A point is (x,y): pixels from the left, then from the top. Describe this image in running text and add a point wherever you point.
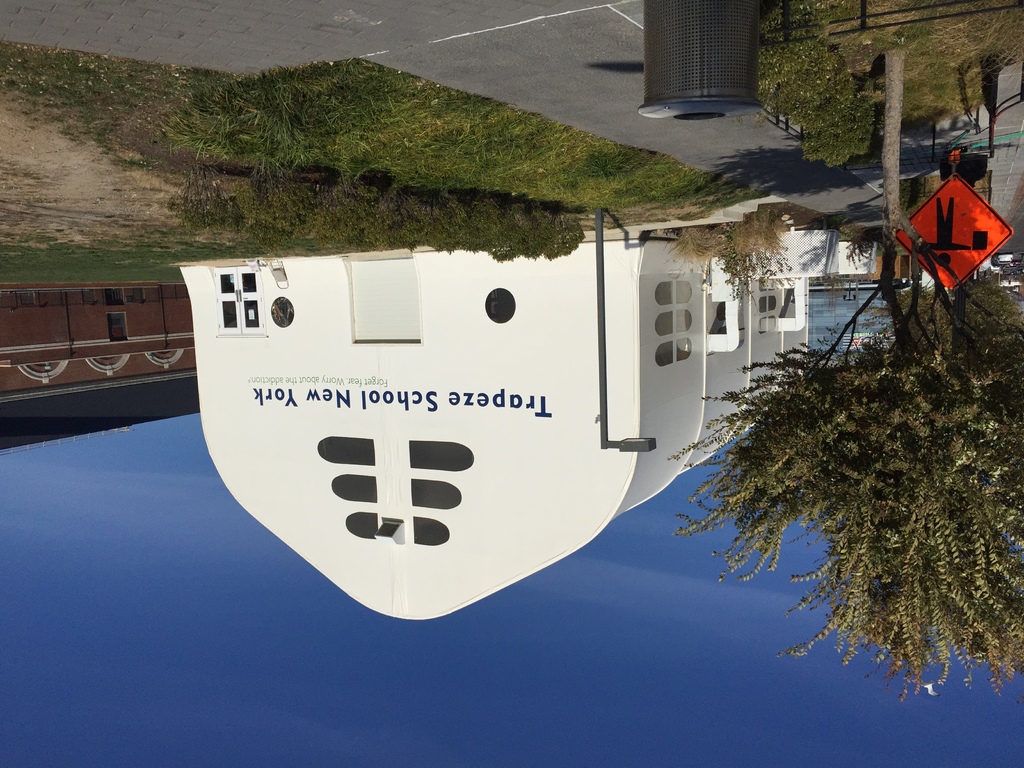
In this image in the center (467,278) there is grass (396,161) on the ground (396,161) and there is a building (631,382) which is white colour with some text (327,401) written on it. On the right side (920,362) there are trees (937,373) and there is a Bin (716,75) and there is a sign board (969,242). On the left side (124,338) there is a building (131,317).
